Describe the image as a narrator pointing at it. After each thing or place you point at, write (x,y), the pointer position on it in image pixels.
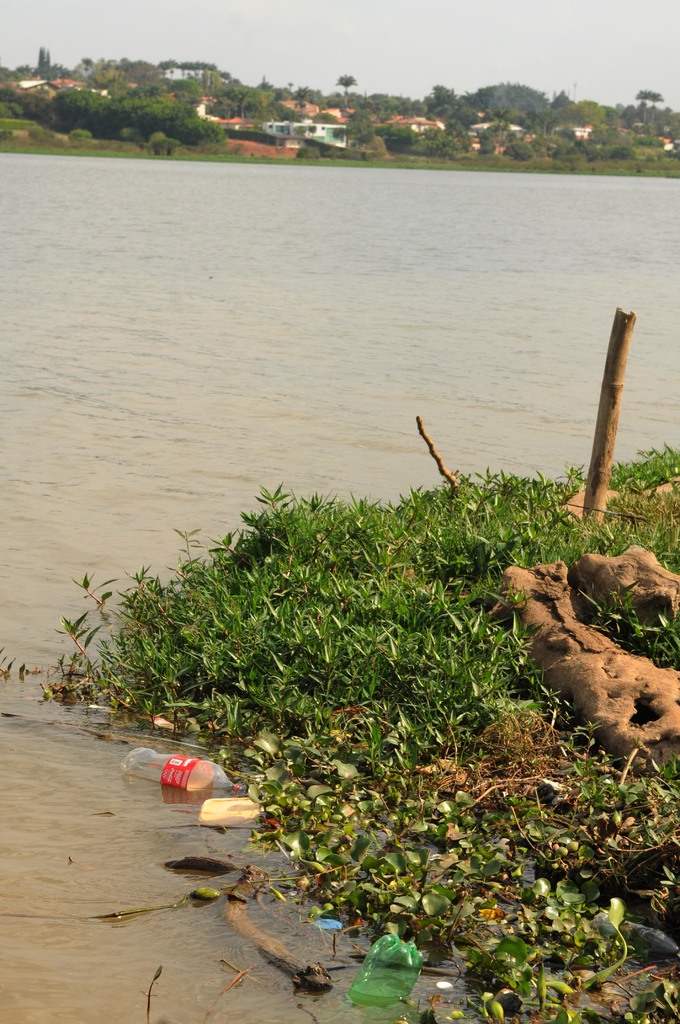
In this picture I can observe some grass (373,636) on the land (491,725). There is a river (420,335). I can observe some plastic bottles (388,978) in the water (332,1017). In the background (39,77) there are trees (45,104), houses (203,109) and a sky (237,43).
